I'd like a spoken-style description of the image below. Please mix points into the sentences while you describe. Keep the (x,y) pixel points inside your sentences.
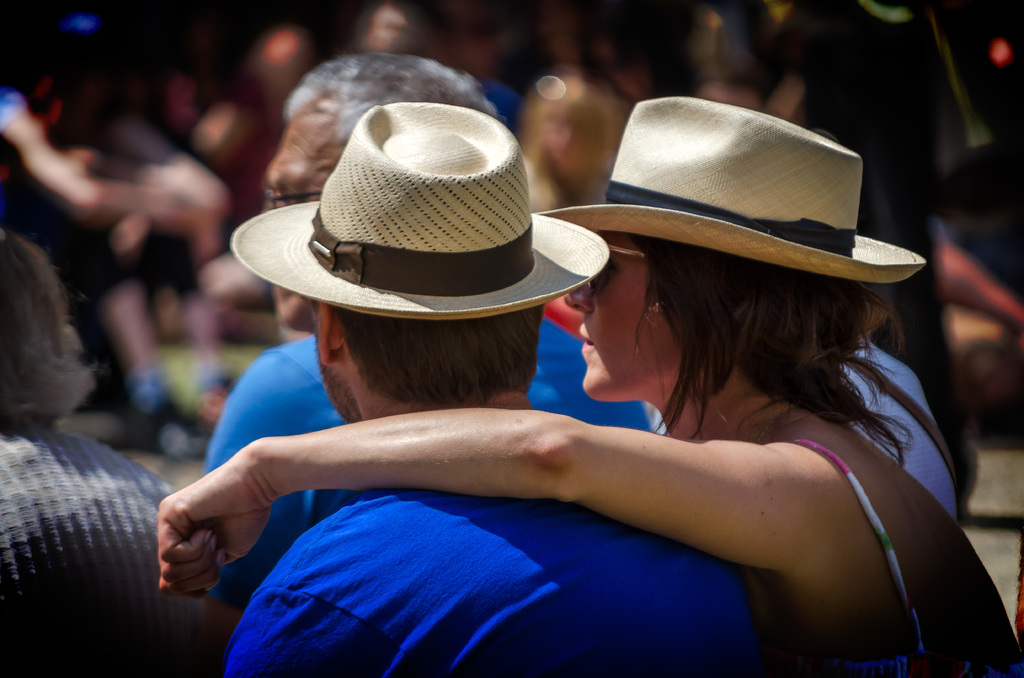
In this image I can see group of people (411,456). In front (353,546) the person (397,529) is wearing blue shirt (339,541) and cream color cap (452,150) and I can see the blurred background (656,13).
